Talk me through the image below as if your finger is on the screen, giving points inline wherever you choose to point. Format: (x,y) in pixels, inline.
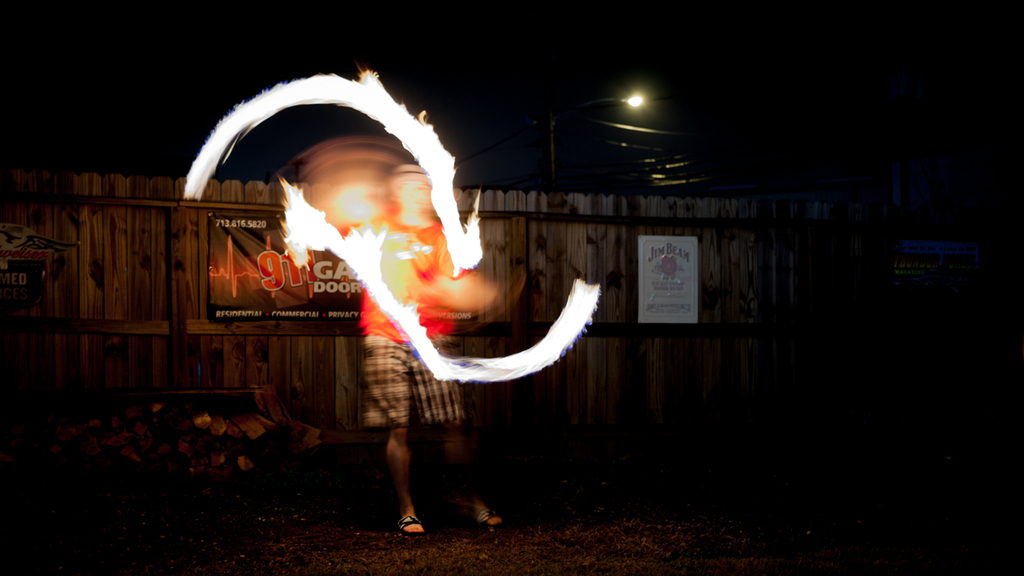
It is an edited image, where we can see a person (377,188), posters (289,307) and a lamp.
